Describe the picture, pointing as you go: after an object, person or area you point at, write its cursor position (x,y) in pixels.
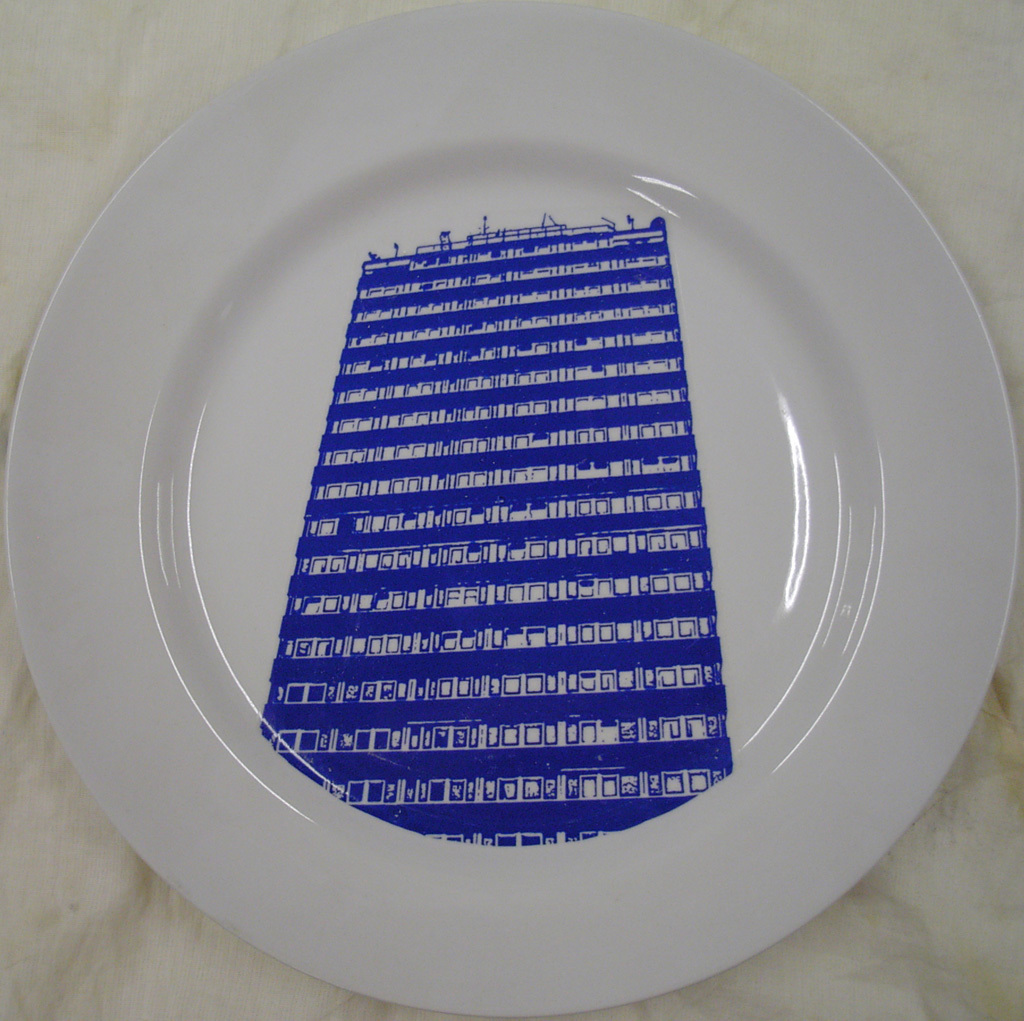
In the image there is a plate (713,443) and there is a building image (468,353) on the plate (414,320).
